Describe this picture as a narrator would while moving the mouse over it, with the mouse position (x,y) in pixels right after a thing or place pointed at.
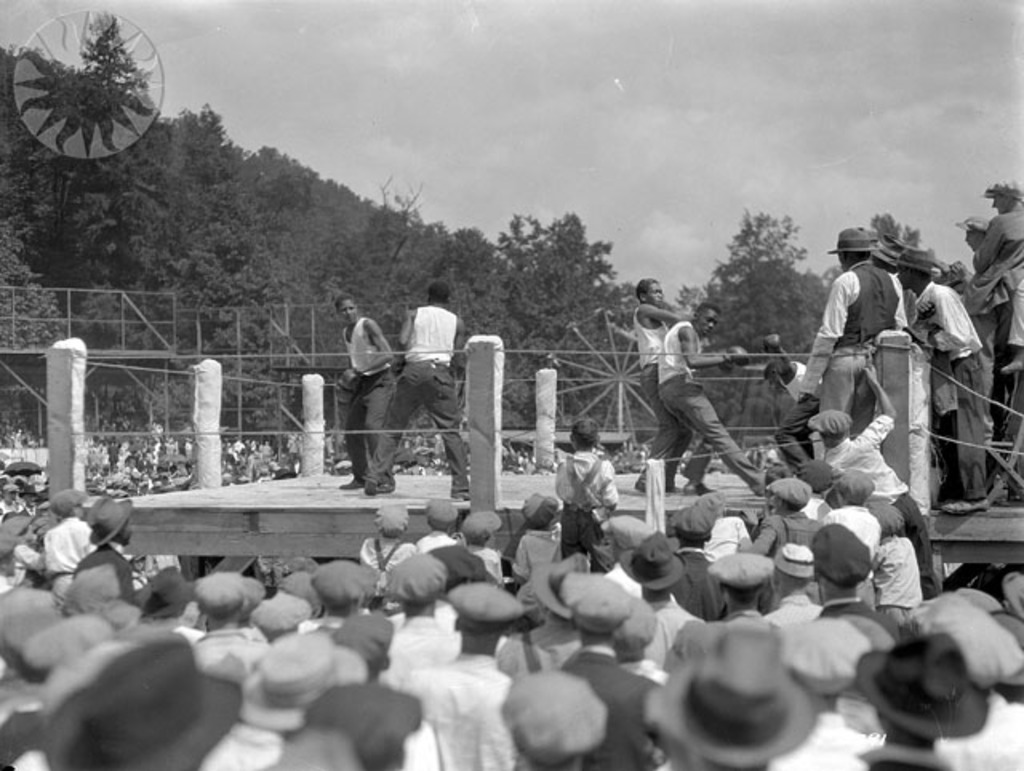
In this image I can see a stage (364,505), on the stage (329,503) I can see persons (784,388) standing and poles (220,415) and thread (157,433) and at the bottom (496,617) I can see crowd of people (514,606), at the top (300,136) I can see the sky (575,155) and trees (314,256), bridge (237,328).
